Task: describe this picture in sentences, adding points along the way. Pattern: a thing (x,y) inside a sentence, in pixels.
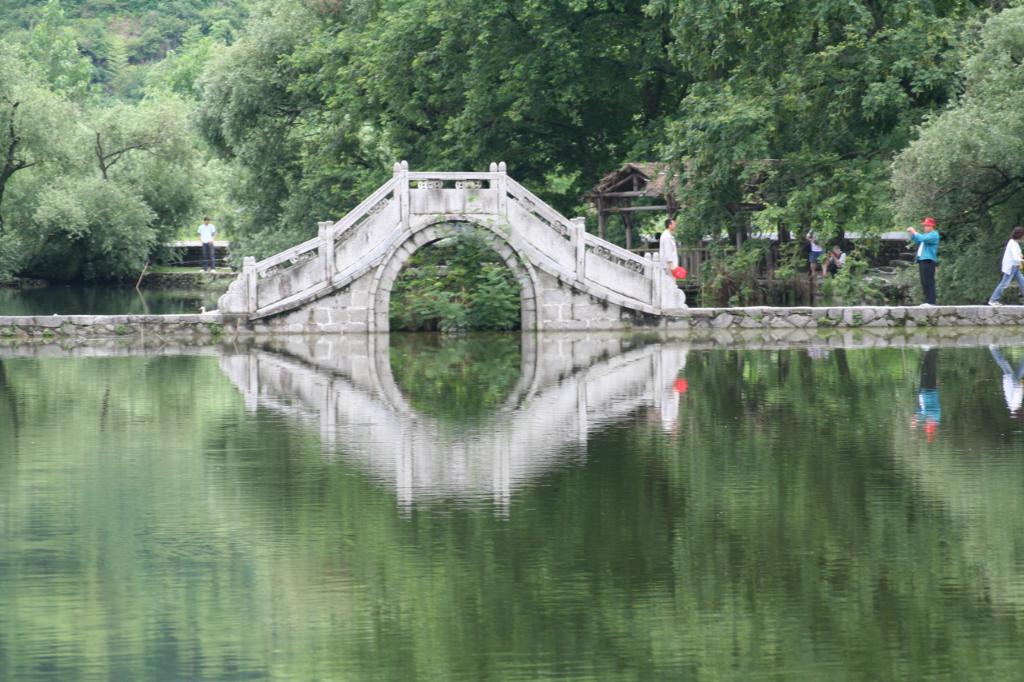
In the image there is water (135,306). On the water (637,380) there is a bridge (441,233) with arch shape and also there are small stone walls (940,304). On the walls (952,313) there are few men (927,269) standing. In the background (169,226) there are trees (744,90) and in between them there is a hut (616,194) with wooden poles (644,207). And also there are few people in the background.
